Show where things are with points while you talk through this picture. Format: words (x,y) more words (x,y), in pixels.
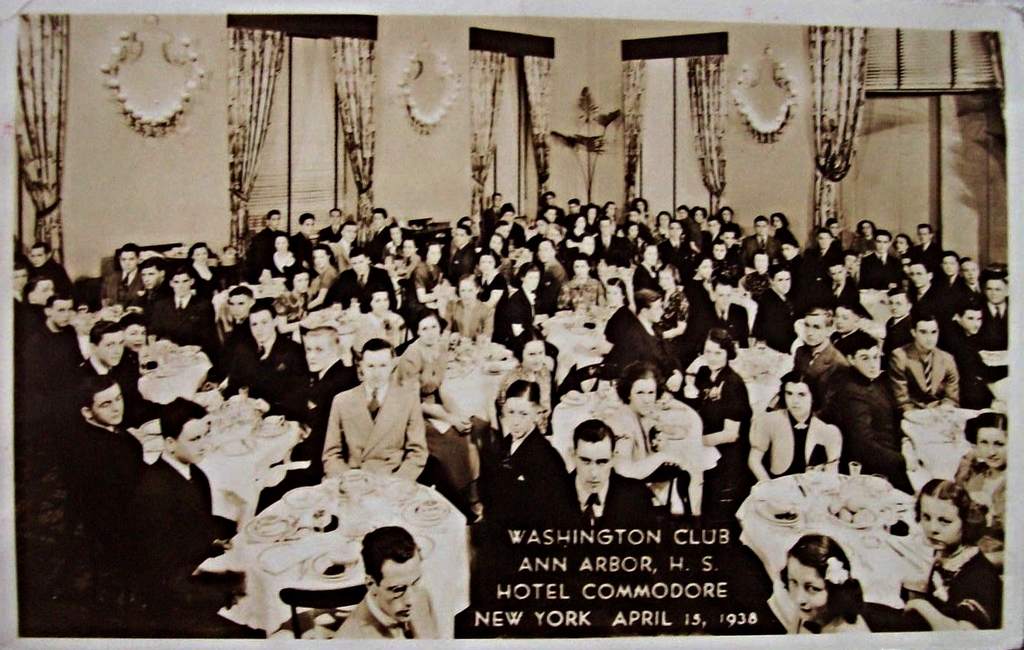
This is a photograph. In this photograph, we can see a group of people (775,416) sitting on the chairs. We can see tables (631,462) covered with clothes (914,568). So many things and items (897,543) are placed on it. At the bottom of the image (560,616), there is a text (732,614). In the background (776,193), we can see the wall (743,212), curtains (836,214), house plants (575,142) and showpieces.
